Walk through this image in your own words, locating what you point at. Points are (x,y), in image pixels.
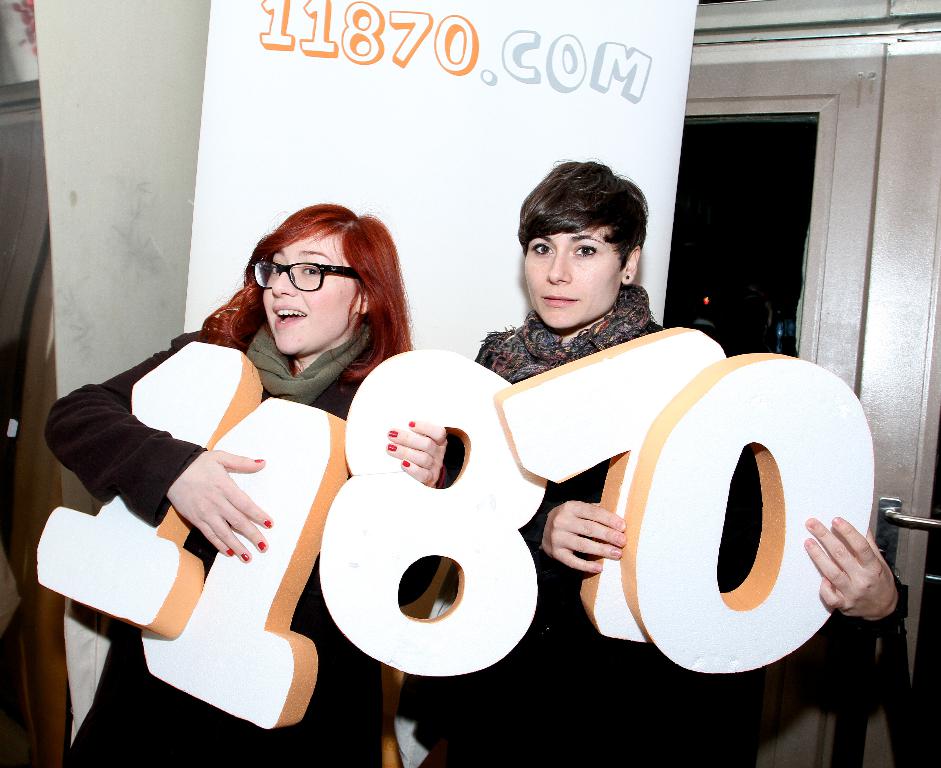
In the center of the image (441,469) we can see women (591,491) holding depiction of numbers (396,525). In the background (292,136) we can see posters (392,131) and door (818,219).
